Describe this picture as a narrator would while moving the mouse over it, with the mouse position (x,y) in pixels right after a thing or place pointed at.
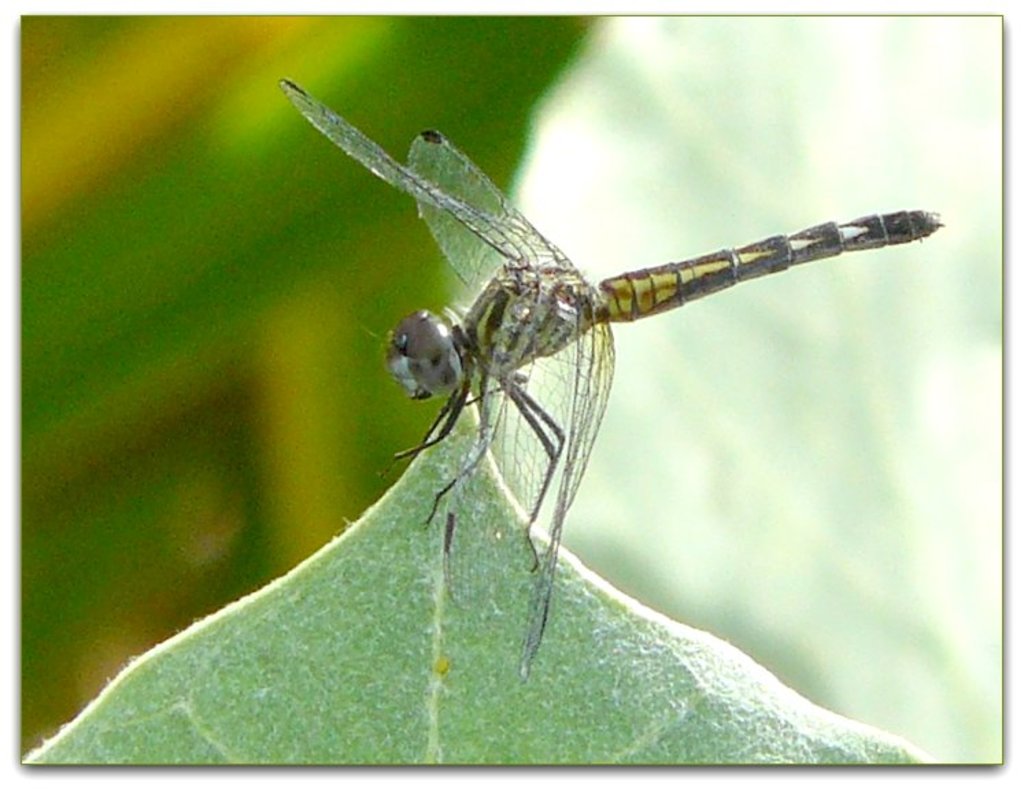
In this image I can see an insect (530,336) on a leaf (416,639). And there is a blur background (504,95).
